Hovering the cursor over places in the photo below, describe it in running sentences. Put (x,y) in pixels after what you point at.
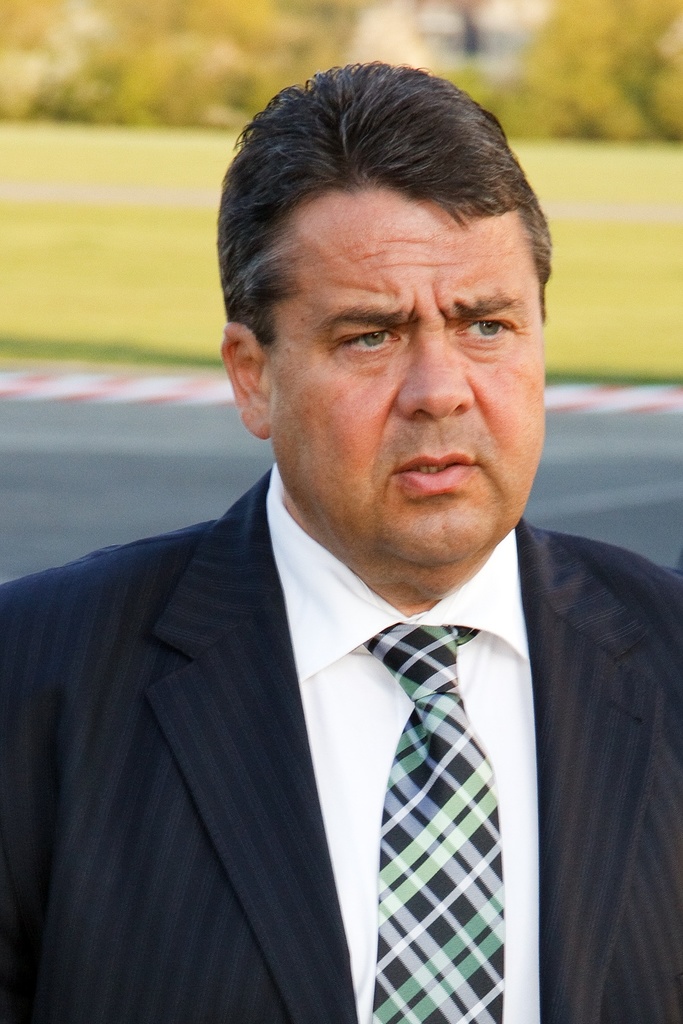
In this image I can see the blazer (114,701), shirt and the tie (415,787). In the background (115,459) I can see the road (128,434), ground (132,195) and many trees (226,112).
